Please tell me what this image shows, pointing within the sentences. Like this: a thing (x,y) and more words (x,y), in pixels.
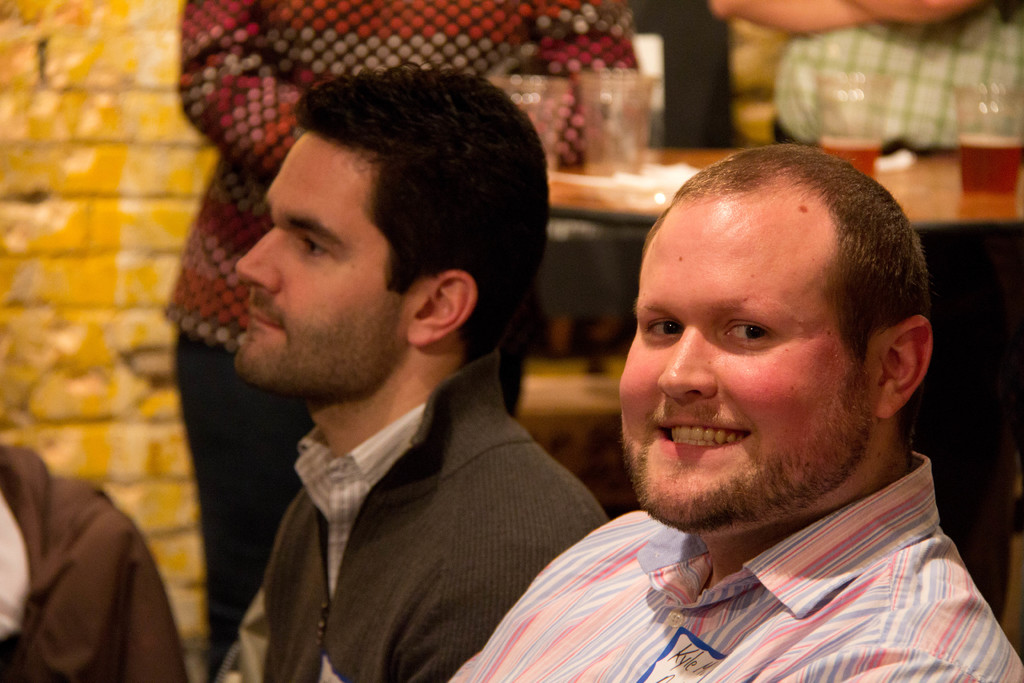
In this image in the front (691,453) there is a person (778,584) sitting and smiling and in the background (248,221) there are persons (394,255) sitting and standing. In the center (566,255) on the right side (908,192) there is a table (622,174) and on the table (662,150) there are glasses (645,132) and there is a wall (138,192) which is yellow in colour.
